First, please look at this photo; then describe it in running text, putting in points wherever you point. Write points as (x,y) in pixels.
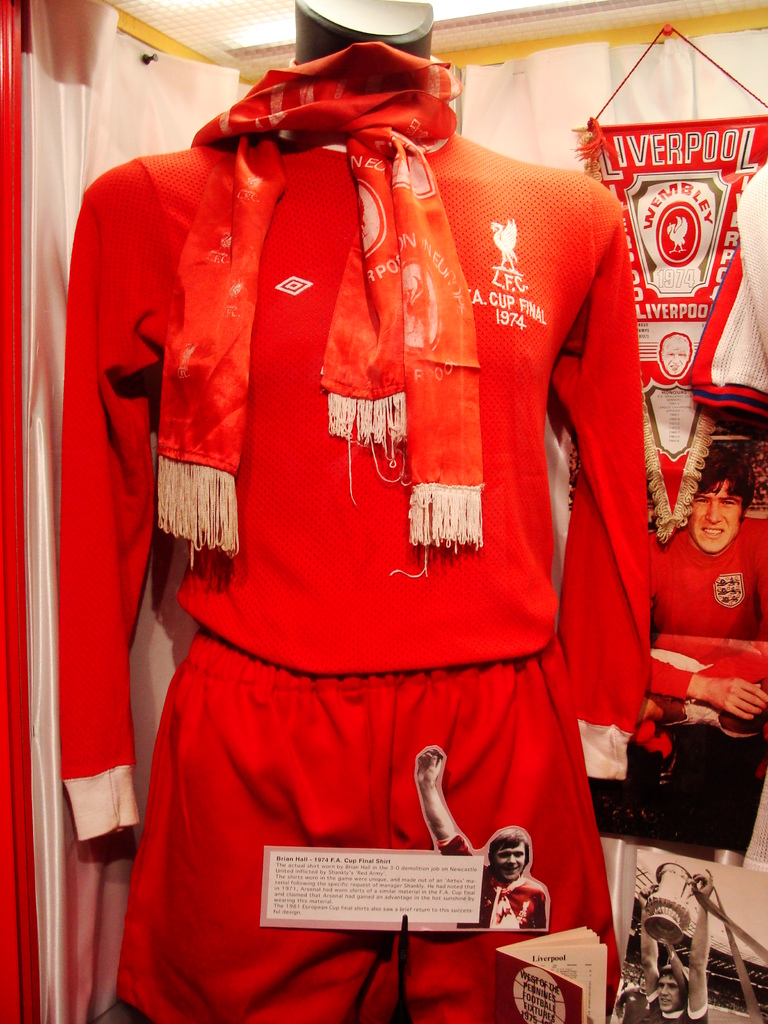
In this image there is a Liverpool jersey (341,461) on a mannequin (308,264), behind the jersey (268,266) on the curtain (142,107) there is a poster (675,306), in front of the jersey (290,480) there is a poster (456,874) of a person (503,845) with some text (415,870) on it.
